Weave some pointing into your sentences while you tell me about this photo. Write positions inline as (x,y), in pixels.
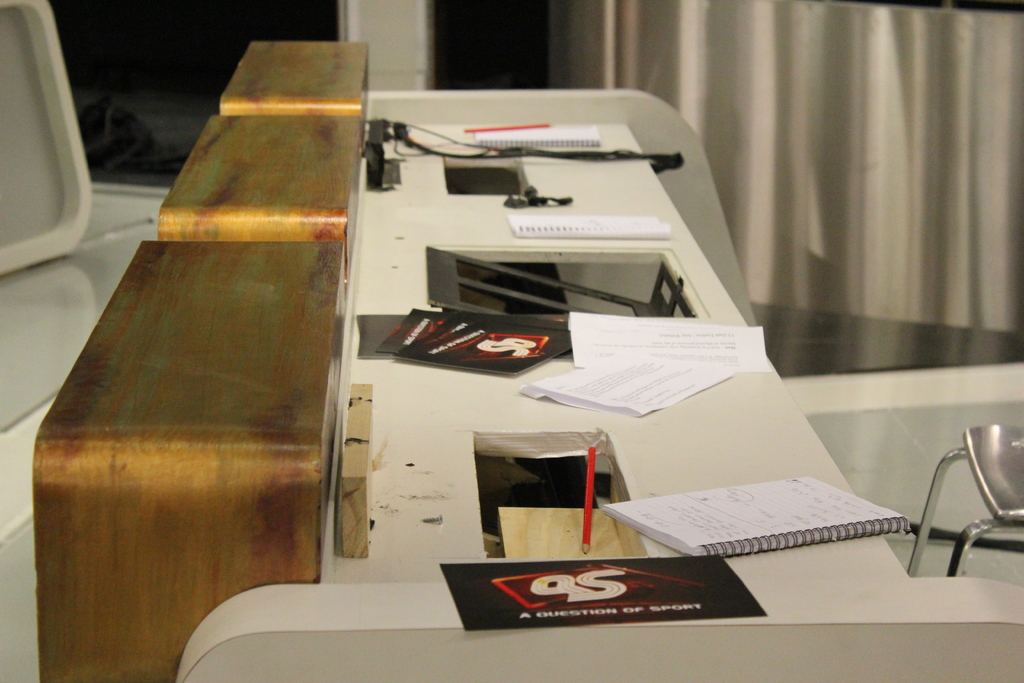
In this picture we can see a chair (985,490) and a desk (741,428), we can see papers (701,351), files (569,133), some boards (649,613) and pens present on the desk (592,191).
